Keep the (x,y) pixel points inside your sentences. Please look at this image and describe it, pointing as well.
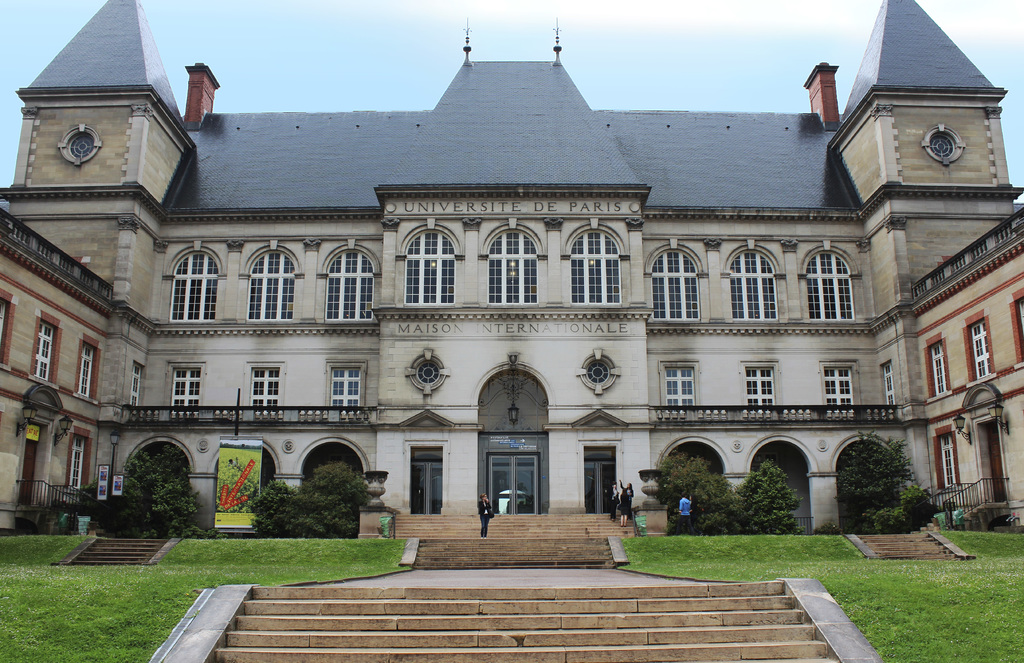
At the bottom (343,611) we can see steps (481,634) and grass (388,569) on the ground (421,583). In the background (456,241) we can see a building (496,217), windows (427,235), doors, few persons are standing on a platform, trees (113,523), roof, a hoarding (239,465) and small boards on the left side (232,484). On the left (226,415) and right side we can see fences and clouds (314,22) in the sky (774,68).
